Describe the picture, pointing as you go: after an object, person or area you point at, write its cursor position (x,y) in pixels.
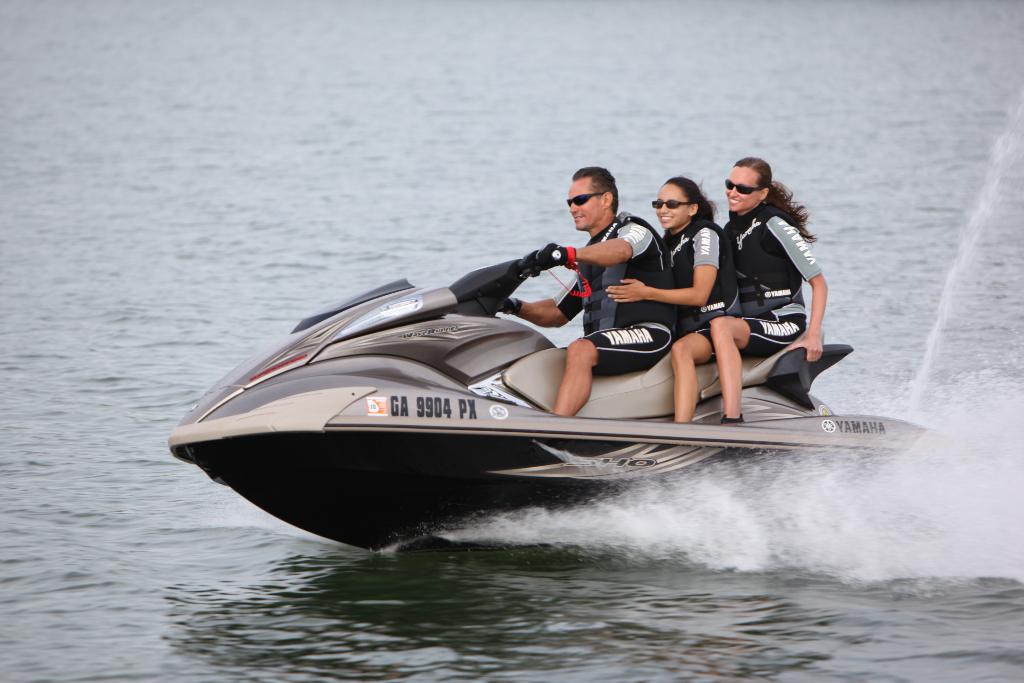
In this image there are three persons (587,315) are riding the motor boat (451,321) as we can see in middle of this image (503,376). There is a Sea (344,193) in the background (446,206).
